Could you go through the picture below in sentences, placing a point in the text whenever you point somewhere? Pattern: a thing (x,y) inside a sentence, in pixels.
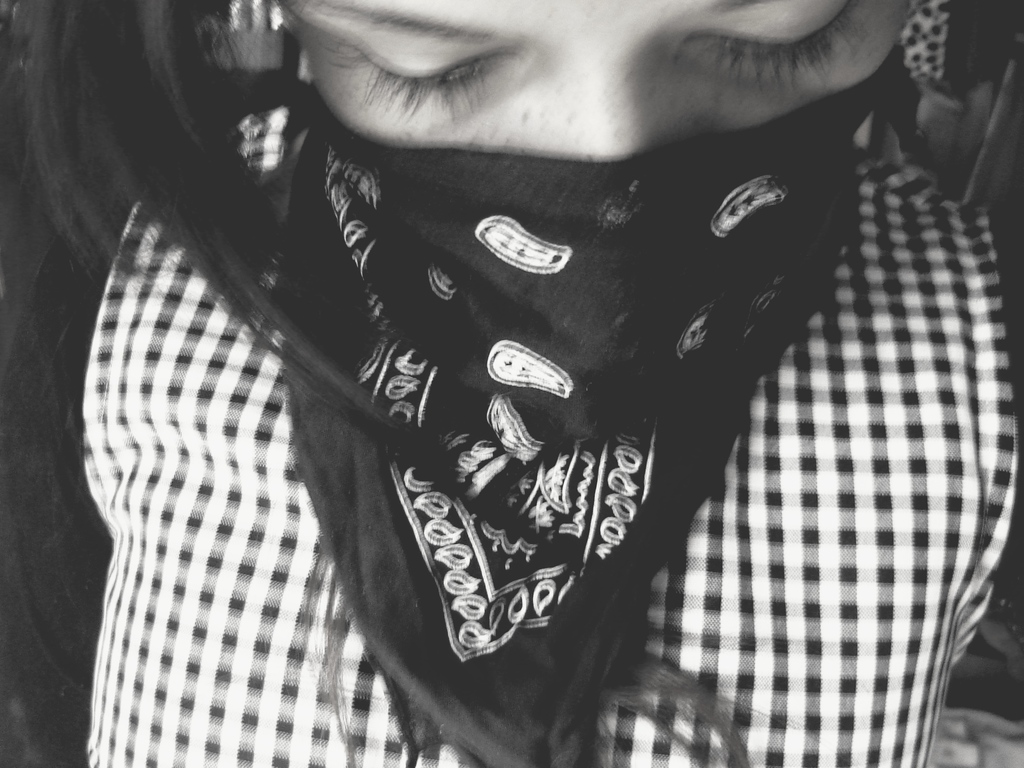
In this picture there is a close view of the girl (375,112) covering her face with black cloth (440,534) and wearing checks type clothes (241,706).
